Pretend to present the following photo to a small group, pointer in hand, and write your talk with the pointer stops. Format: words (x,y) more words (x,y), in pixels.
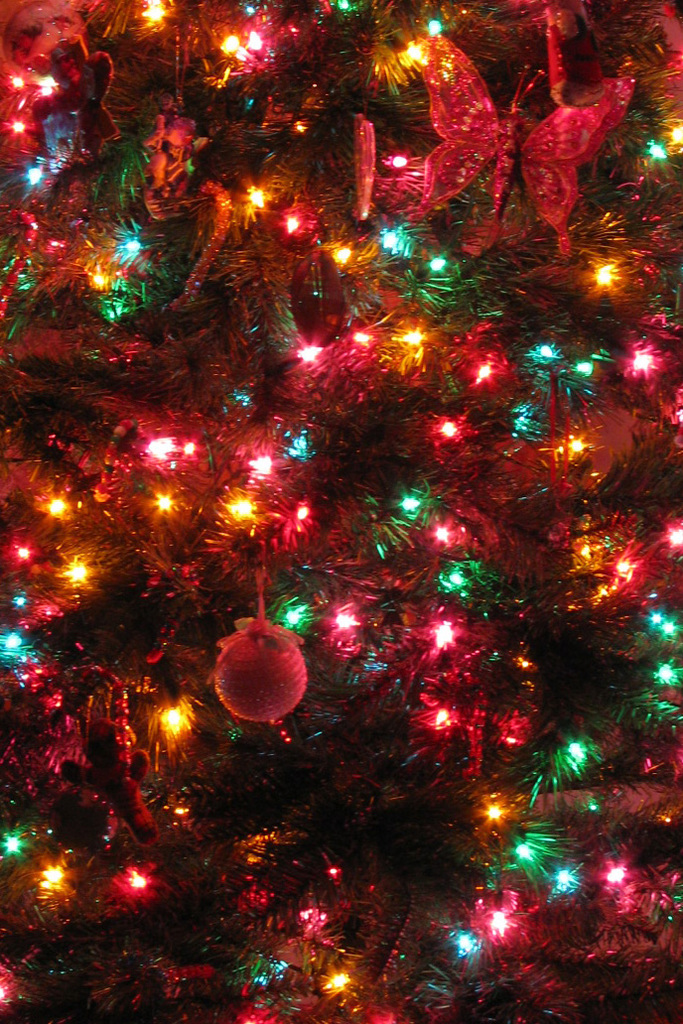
In the picture I can see the Christmas tree (323,632). I can see decorative lights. I can see decorative objects (279,679).
